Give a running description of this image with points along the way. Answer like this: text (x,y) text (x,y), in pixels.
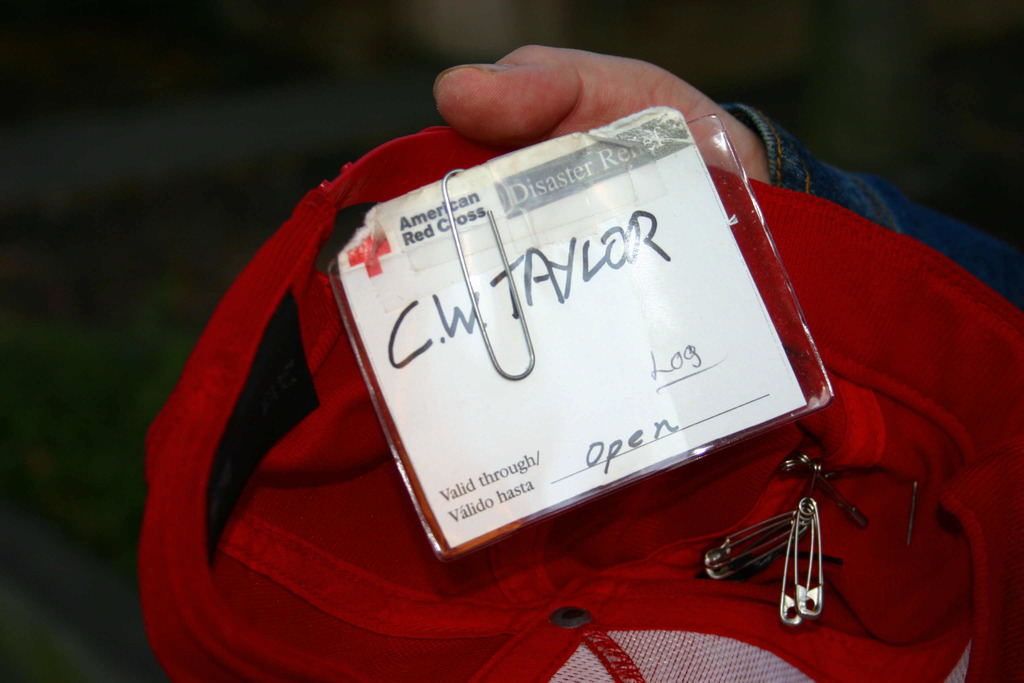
In the picture we can see a person hand (451,119) holding a red color cap (982,436) with some pin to it and a card (434,330) written on it as C. W. Taylor.
